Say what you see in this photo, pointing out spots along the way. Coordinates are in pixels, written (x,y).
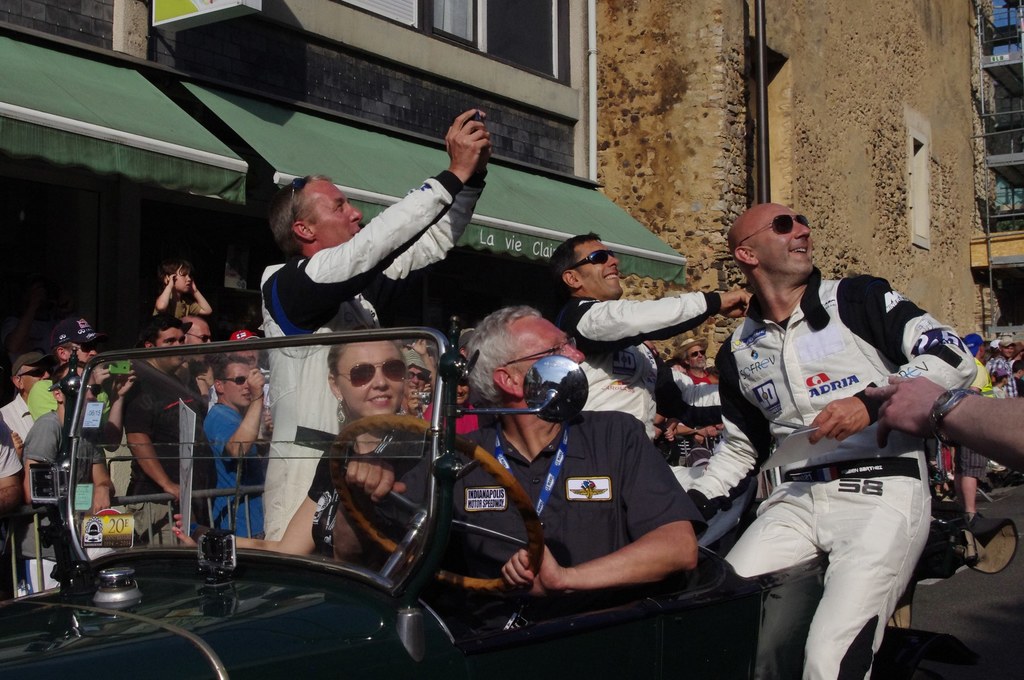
In the image we can see a vehicle (191,588) on the road (948,606), in the vehicle (311,568) there are people (626,401) sitting, they are wearing clothes (604,377) and some of them are wearing spectacles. There are even people (94,336) standing, this is a wrist watch (942,432), gadget (478,119), building (884,98), pipe (762,113) and window (526,34) of the building (497,20).
